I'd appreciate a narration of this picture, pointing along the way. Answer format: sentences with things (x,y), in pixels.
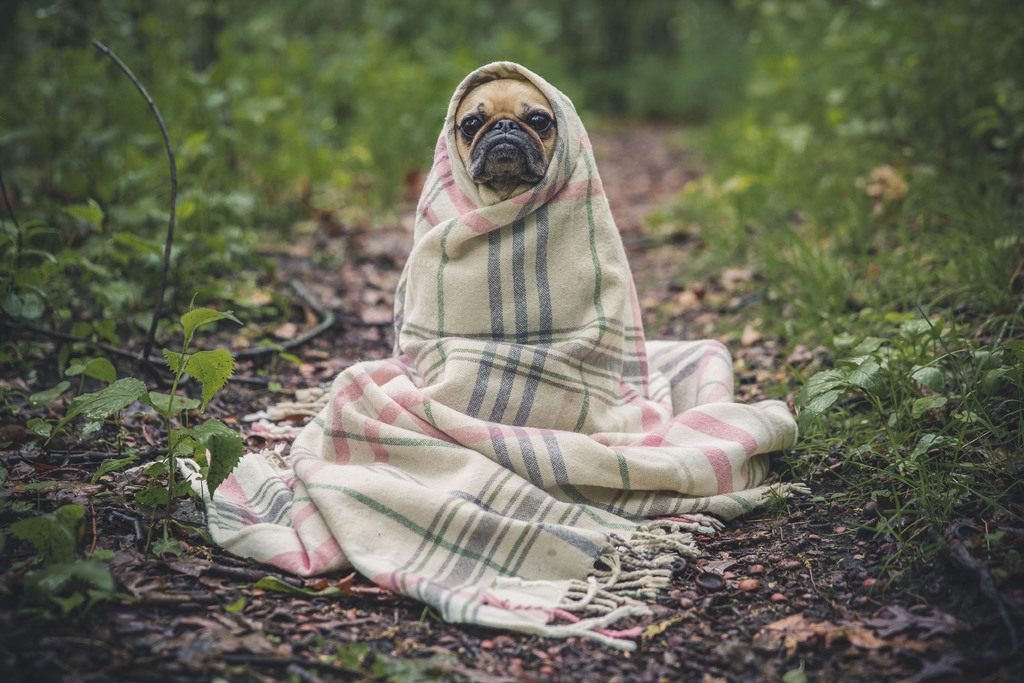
In this image we can see a puppy (504,192) which is wrapped by a towel (474,261) is on the ground (7,608) and in the background of the image (440,103) there are some plants (153,322) and grass (808,251).
